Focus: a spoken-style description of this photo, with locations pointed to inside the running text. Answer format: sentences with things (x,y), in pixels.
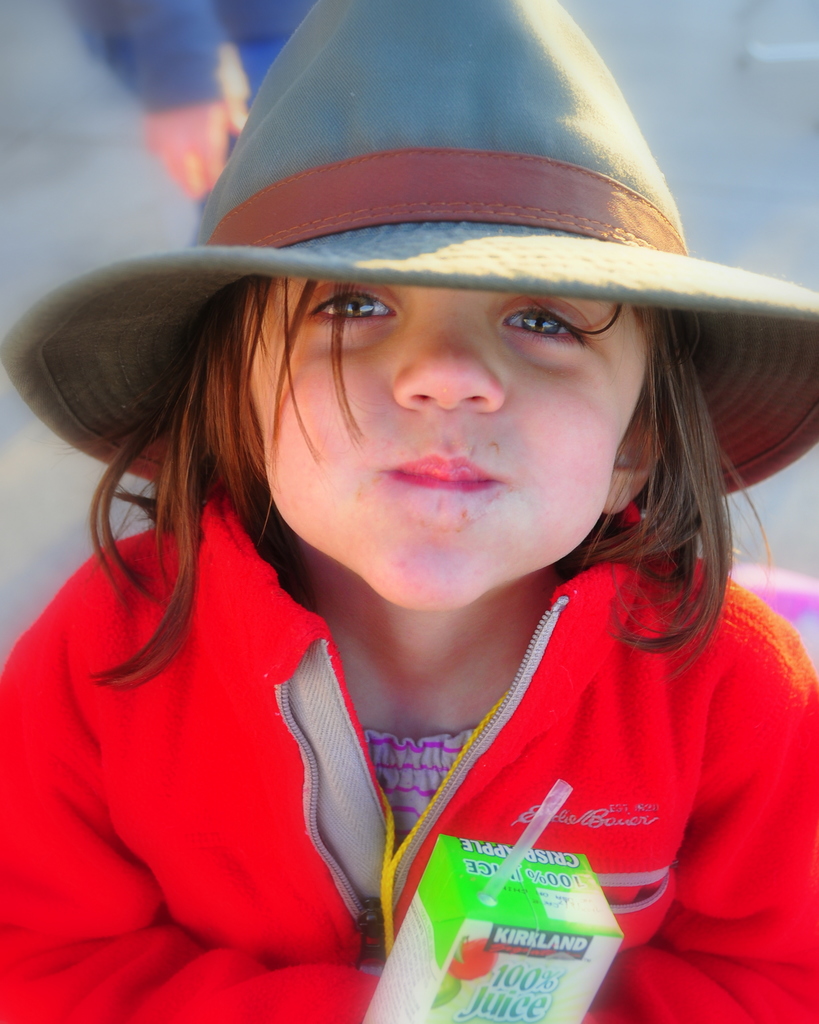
In this picture I can see a girl (485,812) in front (714,780) who is wearing red color dress (624,701) and a hat (209,244) and I see a person (199,9) behind her and I see the paper box (471,946) on which there is a straw (483,896).
